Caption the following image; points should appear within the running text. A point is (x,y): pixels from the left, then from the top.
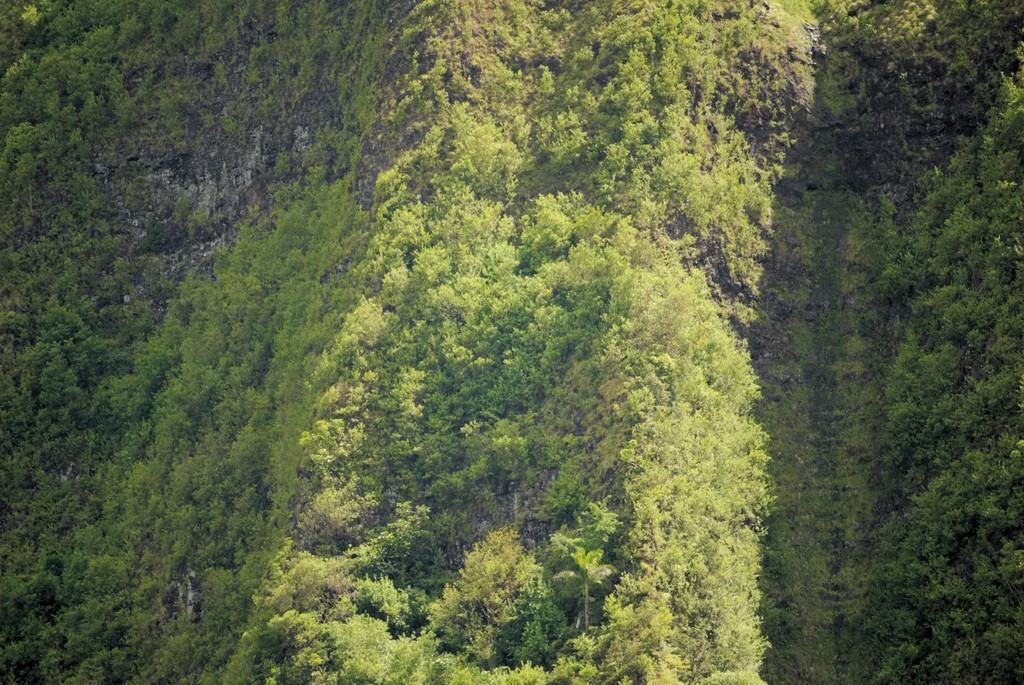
In this picture we can see many trees (590,122) on the mountain (551,66).
